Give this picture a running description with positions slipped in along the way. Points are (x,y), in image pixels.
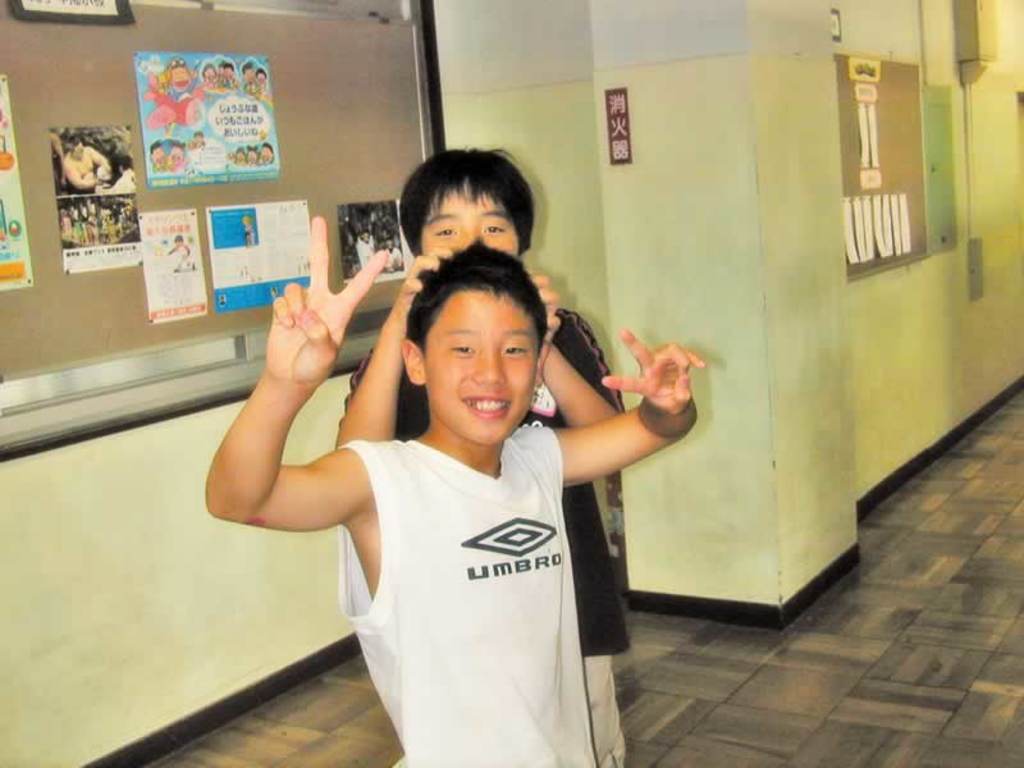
In the center of the image (426,401) we can see boys (469,526) standing. In the background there are boards (348,167) placed on the wall (709,246).
